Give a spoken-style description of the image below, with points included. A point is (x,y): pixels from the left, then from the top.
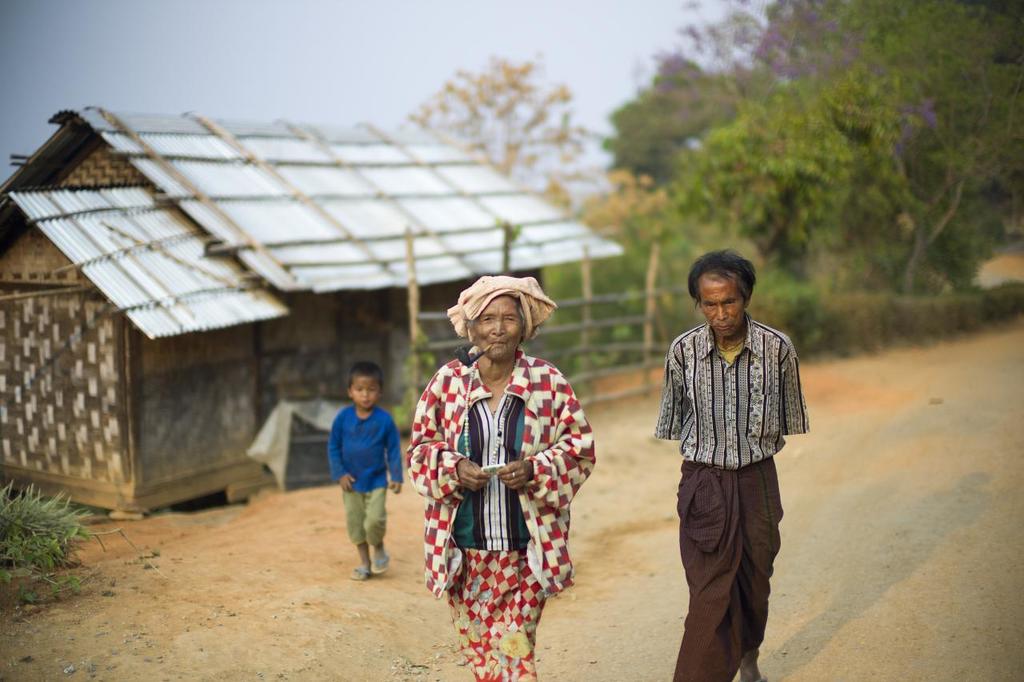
In this image we can see a man (683,368), woman (552,475) and a child (394,477) walking on the road (421,558). On the backside (197,423) we can see a house (78,308) with a roof (403,270), plants (58,528), fence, trees (680,242) and the sky (253,111).
